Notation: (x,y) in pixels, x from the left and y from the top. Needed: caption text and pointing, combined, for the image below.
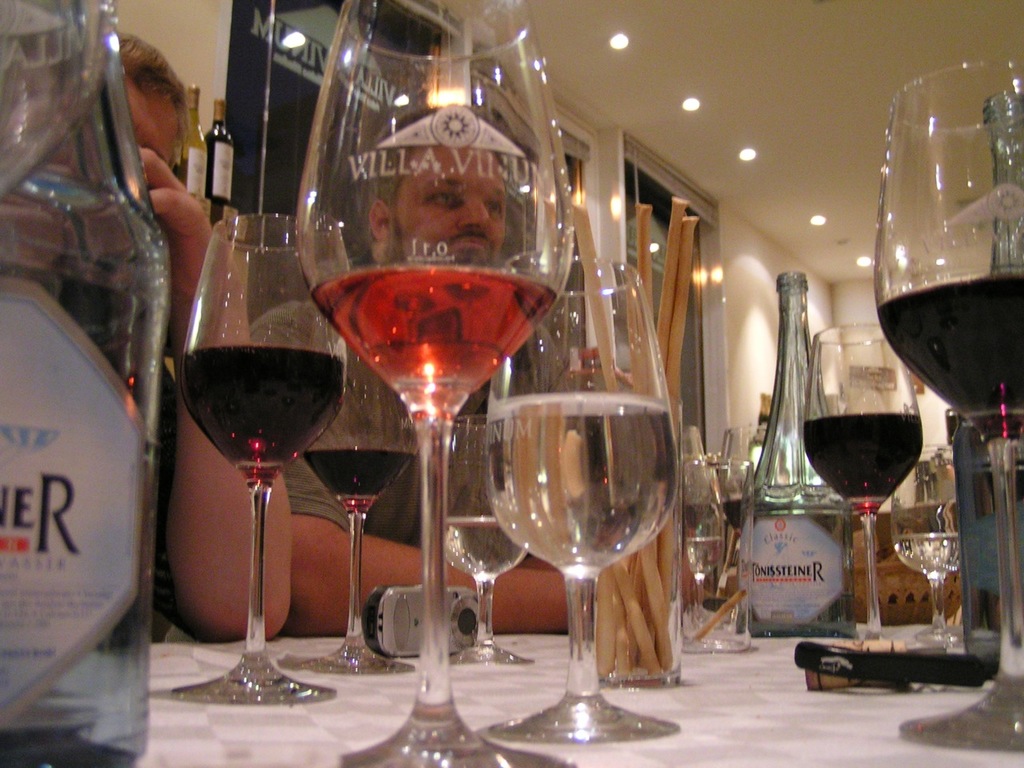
This picture is clicked inside. In the foreground (784,704) there is a white color table (734,746) on the top of which bottles (773,575) and glasses of drinks (1016,661) are placed and we can see a mobile phone (397,611) and some other items (840,647) are placed on the top of the table (733,662). On the left (332,564) there are two persons (312,591) seems to be sitting on the chairs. In the background (780,16) there is a roof (805,154), ceiling lights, windows (654,216), window blinds (673,171), wall (763,291) and many other objects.
